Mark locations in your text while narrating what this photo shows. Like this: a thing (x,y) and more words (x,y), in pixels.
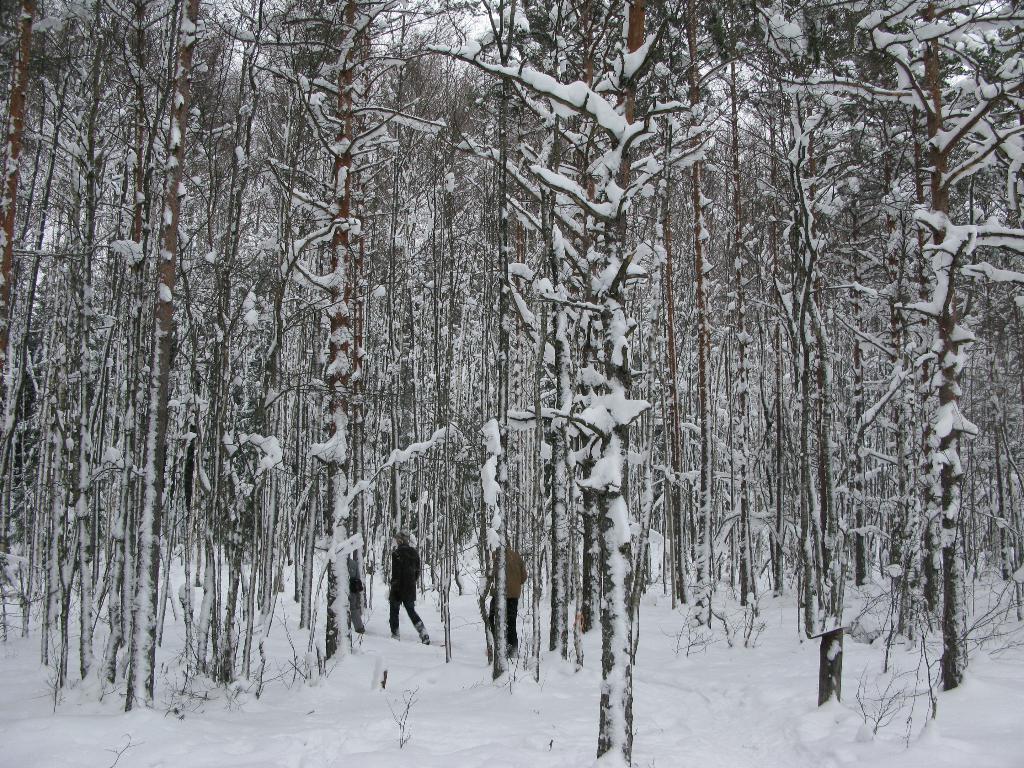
In the center of the image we can see three persons (400,575) walking on snow (473,687). In the background (24,568), we can see a group of trees (615,200).
